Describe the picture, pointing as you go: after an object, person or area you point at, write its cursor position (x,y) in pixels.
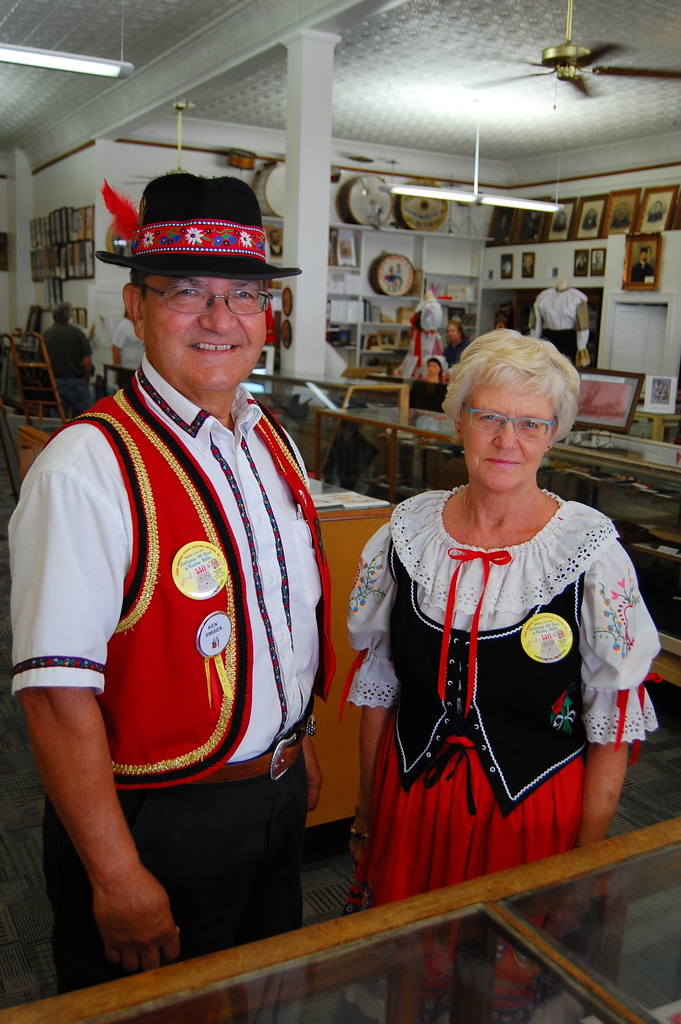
In this picture we can see a man (239,596) and a woman (387,628) standing here, in the background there is a wall (551,265), we can see some photo frames (585,251) on the wall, there is a mannequin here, we can see a fan (559,77) here, a man (137,475) on the left side (175,628) wore a cap (235,272), we can see a glass (559,936) here, there is ceiling (346,41) at the top of the picture (179,11).
